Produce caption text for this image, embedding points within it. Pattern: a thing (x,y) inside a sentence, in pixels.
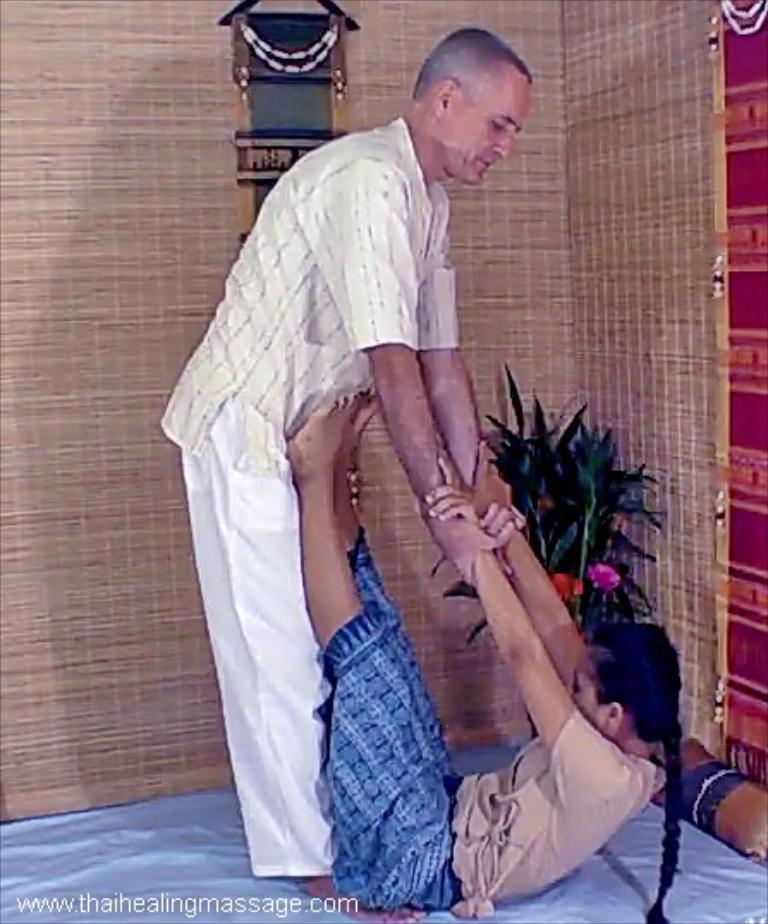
In this picture we can see a man (323,850) holding a girl (566,653) with his hands (497,545). There is a house plant (561,452) and a wooden object (244,213) in the background (253,216).
